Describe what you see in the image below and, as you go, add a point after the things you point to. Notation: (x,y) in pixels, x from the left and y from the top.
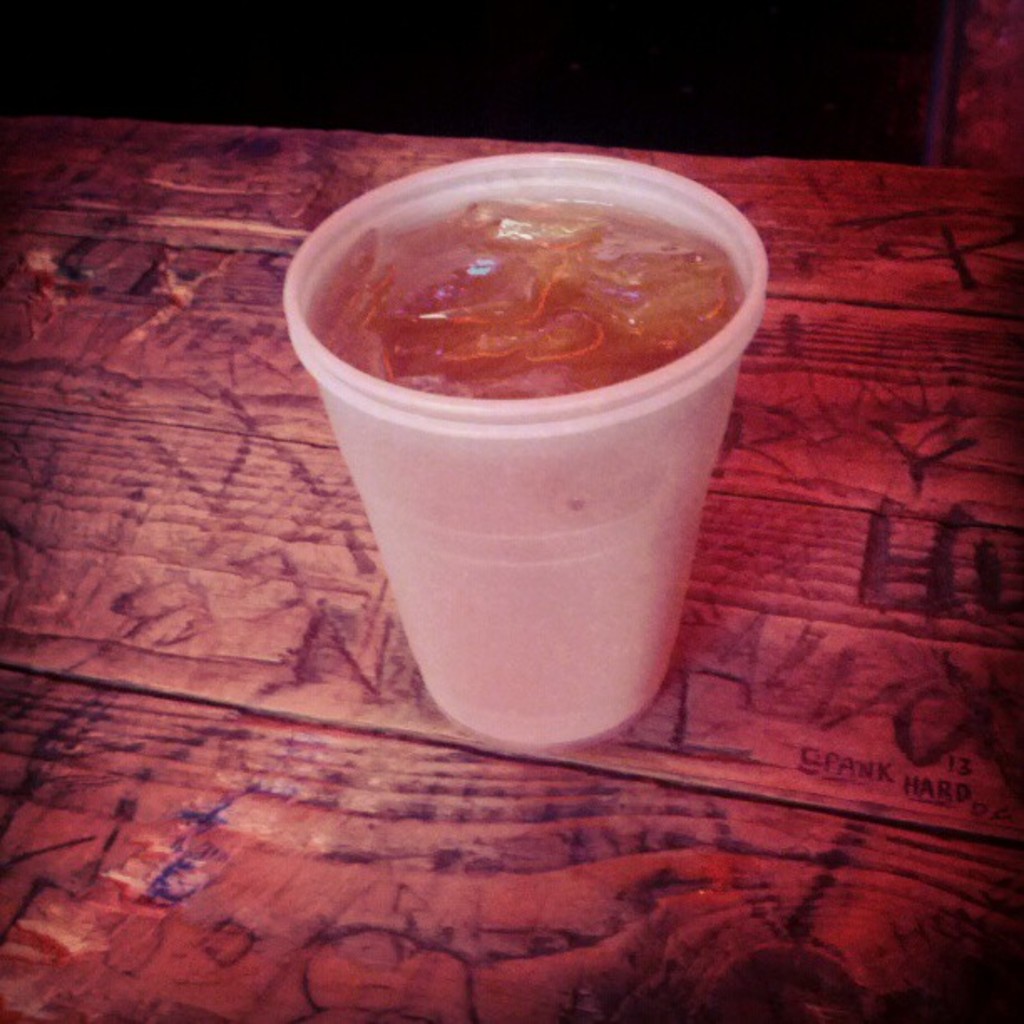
In the middle of the image (568,591), there is a glass (511,161) filled with drink (444,237) and ice (615,292). This glass (637,414) is placed on a wooden table (78,328). And the background (185,49) is dark in color.
